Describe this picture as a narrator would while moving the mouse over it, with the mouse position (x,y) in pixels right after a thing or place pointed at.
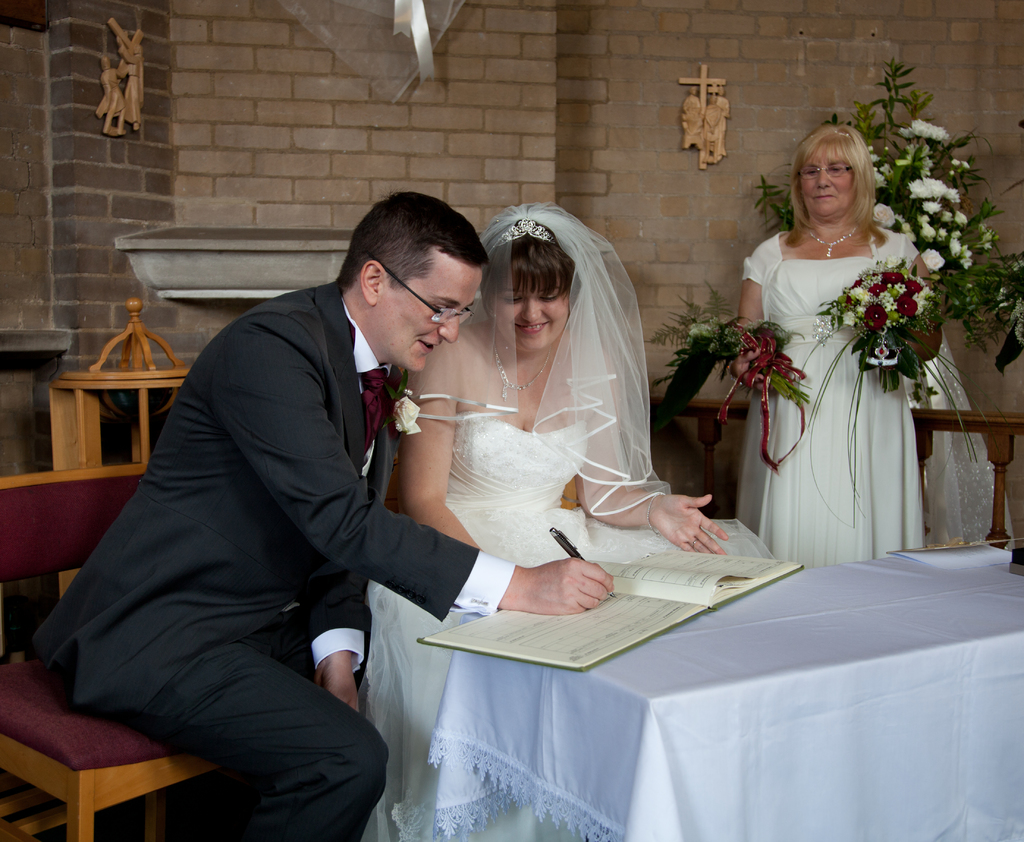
In this image we can see a man (379,411) and a smiling woman (473,423) sitting on the chairs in front of the table (775,629) which is covered with the cloth (801,678) and we can see the man (380,507) holding the pen (573,551) and writing on the book (651,574). There is also another book (946,555) on the table (935,620). In the background (764,307), we can see a woman (857,266) holding the bouquets (900,299). We can also see the flower pot (948,191) and some objects (114,104) are attached to the brick wall (262,125).
